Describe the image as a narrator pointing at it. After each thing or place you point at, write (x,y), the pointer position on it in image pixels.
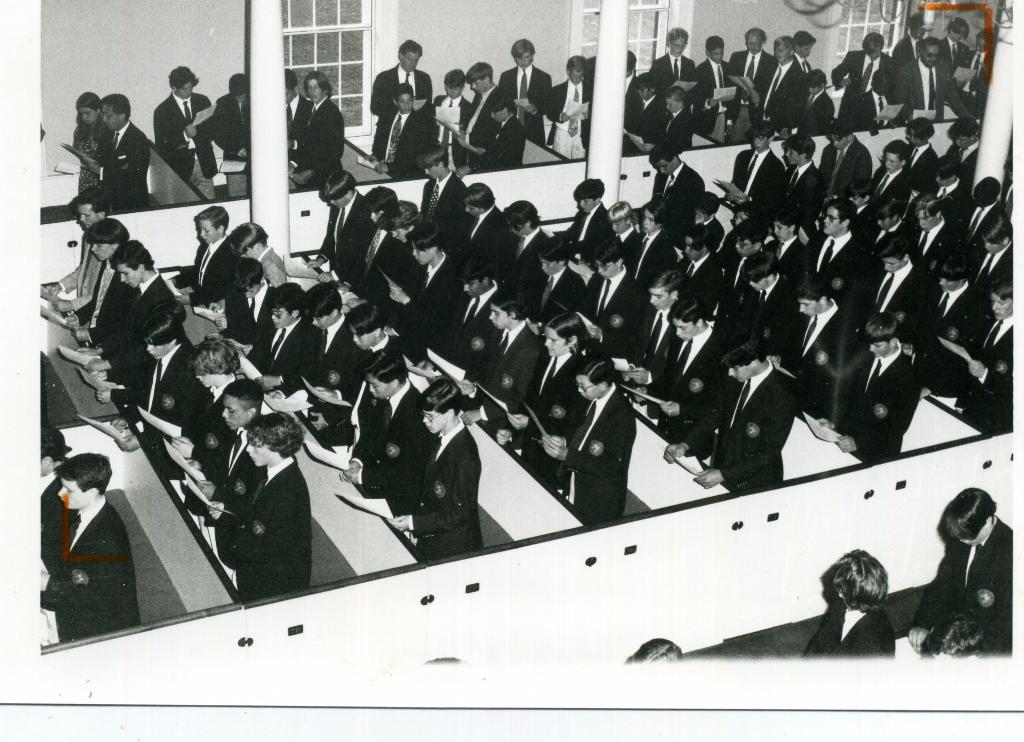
This looks like a black and white image. I can see groups of people (330,162) standing and holding papers (213,530) in their hands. I can see the pillars (603,159). At the top of the image (324,18), these look like the windows (657,22).
